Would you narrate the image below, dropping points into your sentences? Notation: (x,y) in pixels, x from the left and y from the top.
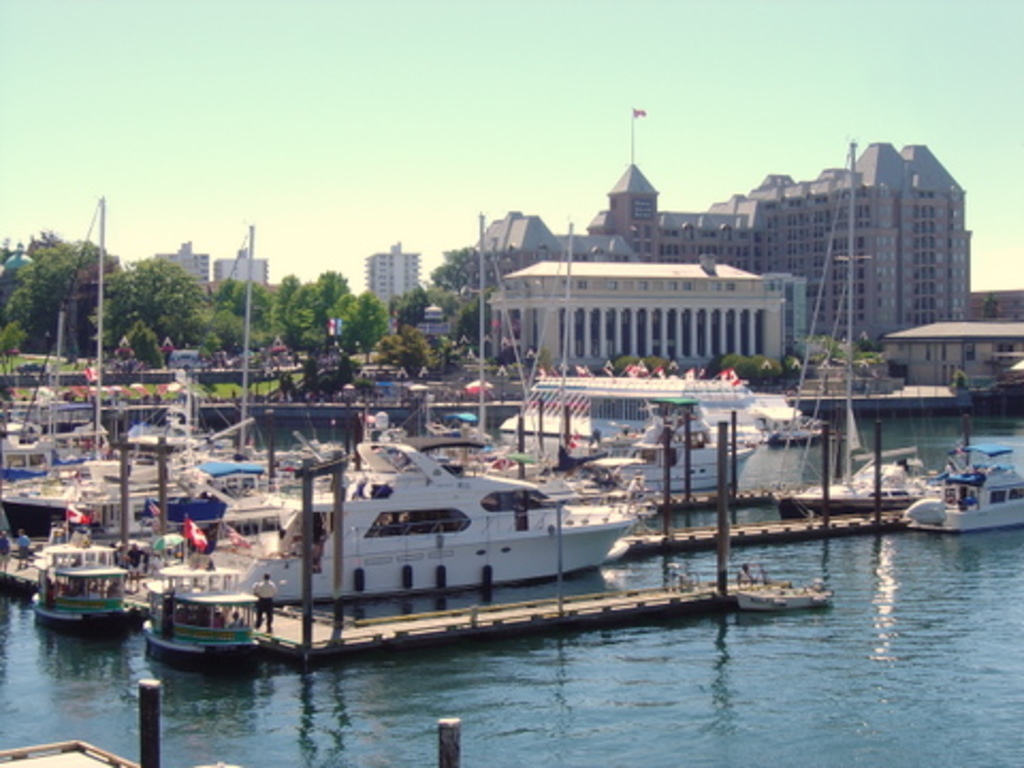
In this image there is the water (662,659). There are boats (520,555) and ships (591,515) on the water (731,646). In between the boats (248,586) there are docks (483,610) on the water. Behind the boats (497,490) there are buildings (519,338) and trees (332,291). There is grass (255,389) on the ground (30,356). There is a flag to a pole (633,119) on a building (627,171). At the top (575,58) there is the sky (491,86).
